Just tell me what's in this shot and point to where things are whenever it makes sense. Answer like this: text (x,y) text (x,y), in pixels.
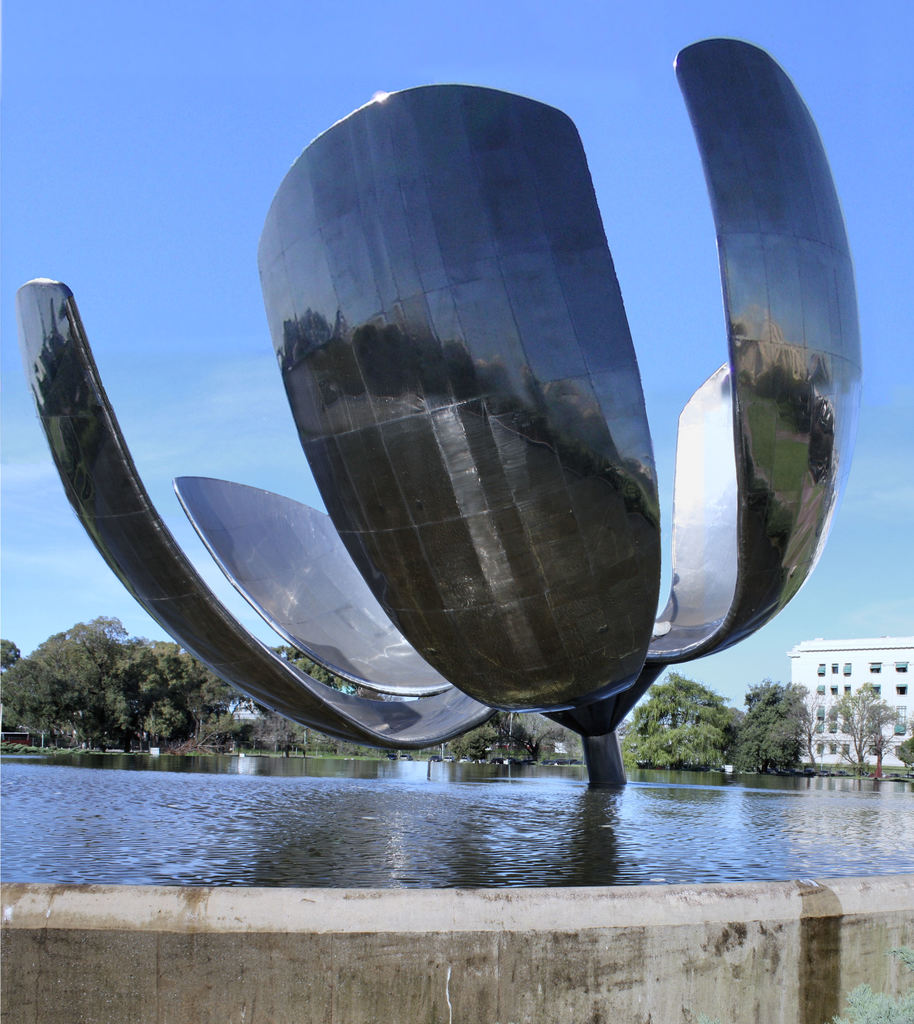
In this image I can see water (12,829), number of trees (103,748), a white colour, building (832,665), the sky (858,241) and here I can see an architecture (22,321).
